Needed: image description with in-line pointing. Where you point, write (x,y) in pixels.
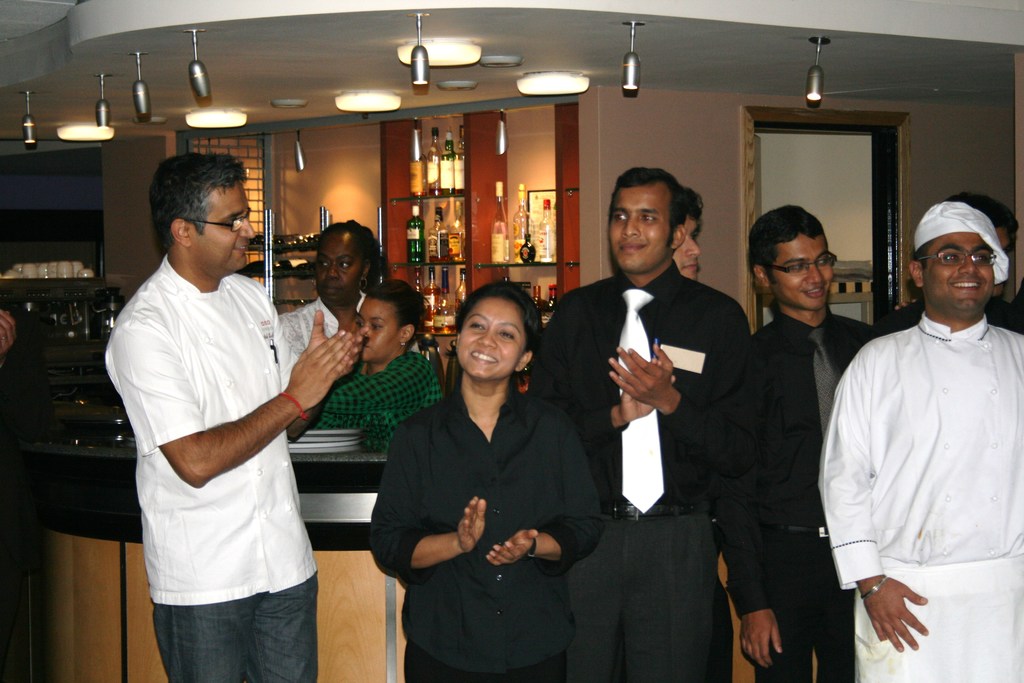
In the center of the image (531,445) we can see a few people (663,426) are standing and they are smiling. Among them, we can see three persons (957,369) are wearing glasses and one person (875,363) is wearing a cap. In the background (612,271) there is a wall (515,189), glass (76,234), table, frame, shelves (395,146), cups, bottles (451,161), lights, few people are standing and a few other objects (105,316).
